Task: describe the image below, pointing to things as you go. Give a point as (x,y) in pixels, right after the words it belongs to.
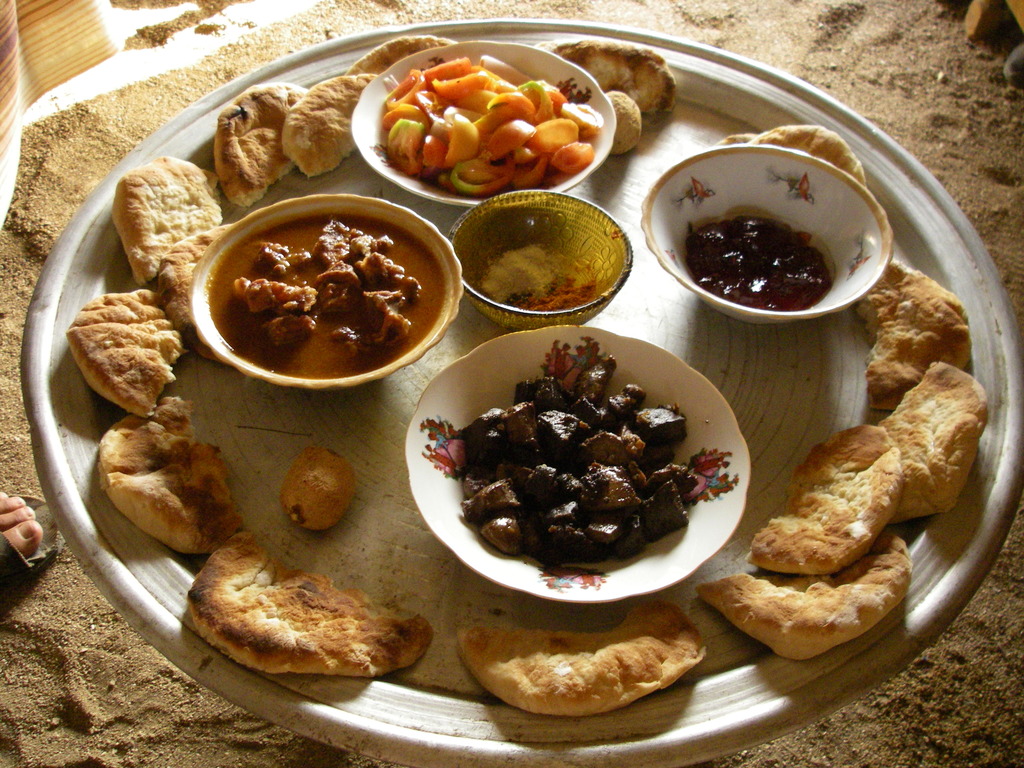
In this picture we see a plate (907,218) full of food items (485,189) and bowls (721,309) kept on the ground (2,302).
